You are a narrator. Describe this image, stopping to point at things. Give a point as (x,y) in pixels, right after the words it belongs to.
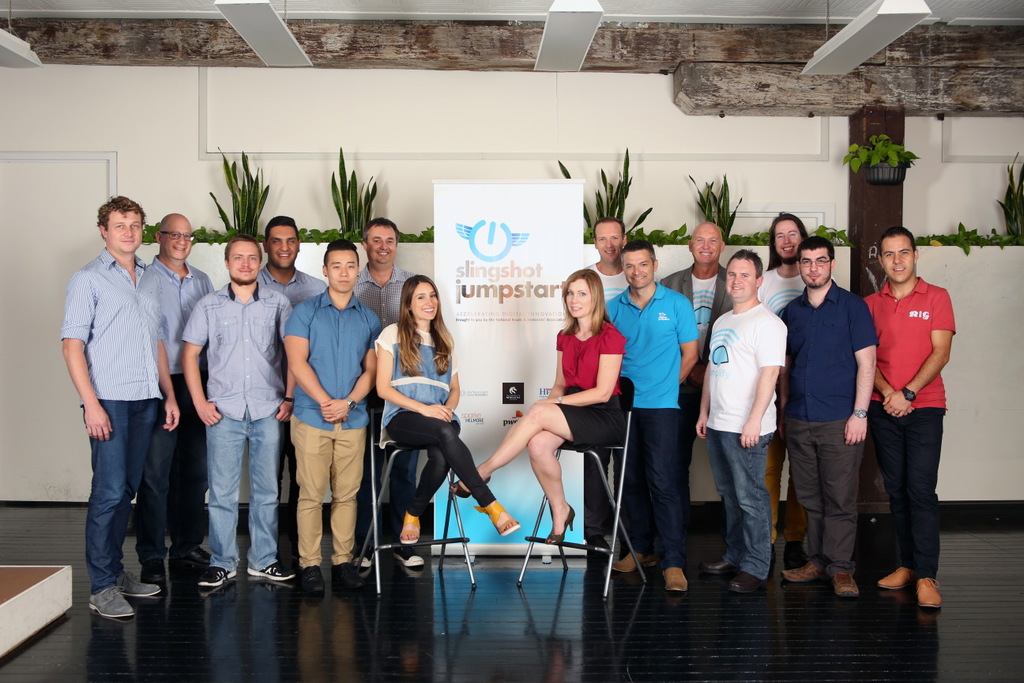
In this picture we can see men (178,351) and women (565,512) standing in the front (536,438), smiling and giving a pose to the camera. In the center (520,297) there is a roller banner (506,469). Behind we can see the white wall (393,199) and some plants (340,216).
